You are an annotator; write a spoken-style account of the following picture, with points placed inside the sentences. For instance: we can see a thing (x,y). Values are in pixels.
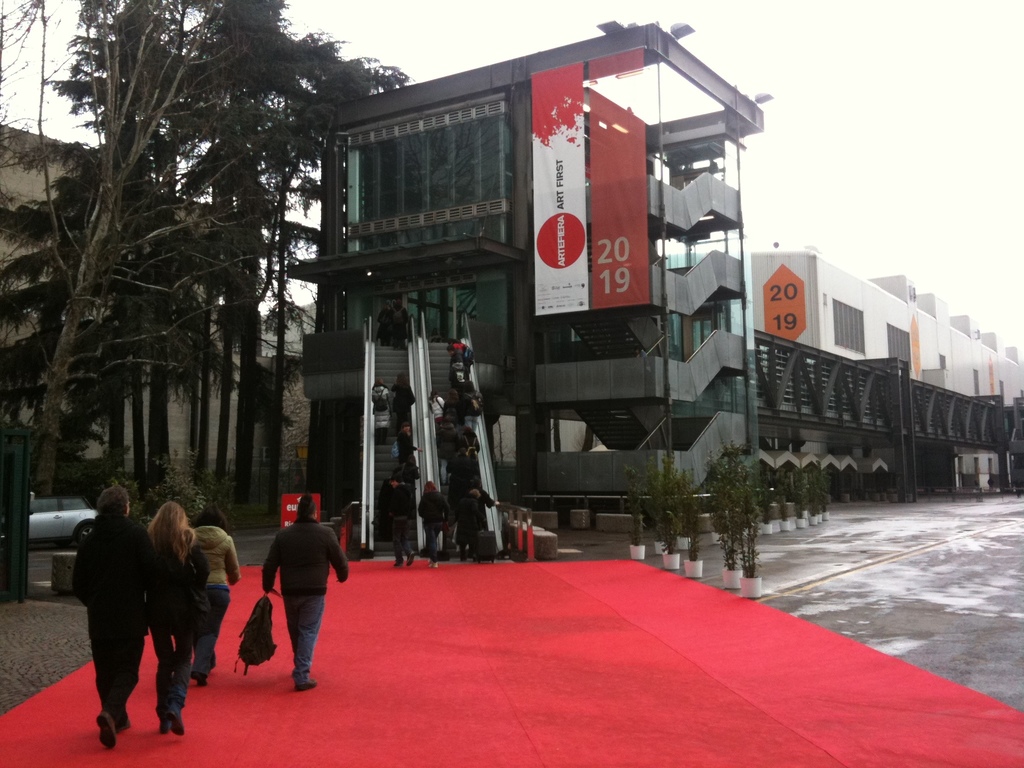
In this image we can see group of people (287,563) standing on the ground (284,635). One person (296,573) is holding a bag (271,610) in his hands (270,589). In the background (672,505) we can see group of plants (636,514), building (758,316), trees (217,313) and a vehicle (88,507).
